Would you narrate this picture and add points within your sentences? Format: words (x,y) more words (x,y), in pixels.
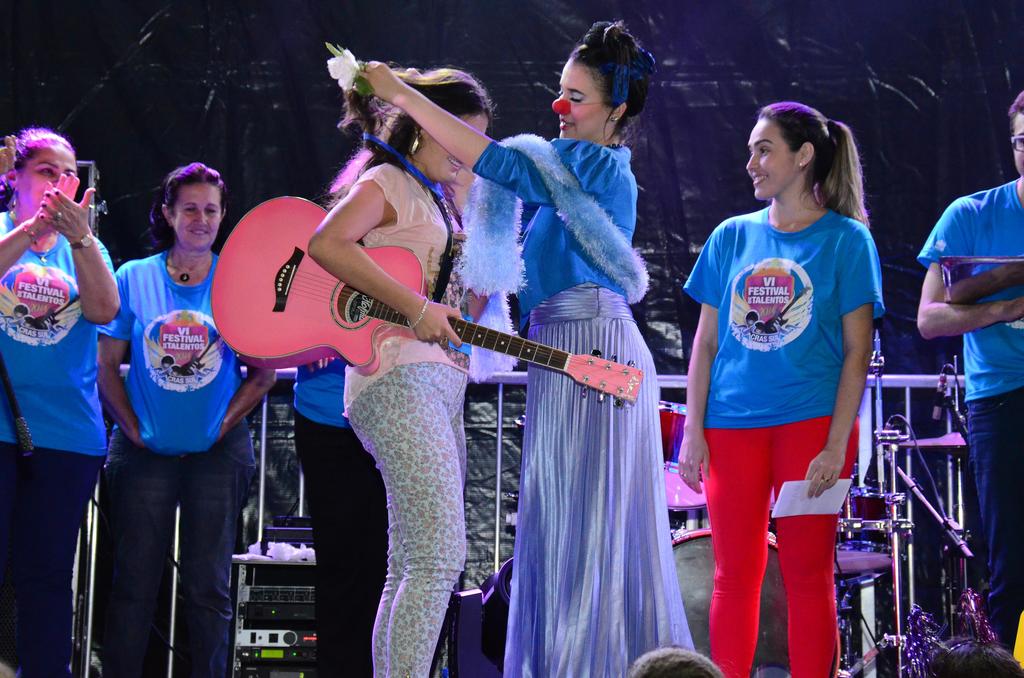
This woman (413,331) is standing and holding a guitar (408,271). In-front of this woman (407,380) other women (583,255) wore blue dress (570,272) and smiling. Background (820,318) this persons (796,288) are standing and wore blue t-shirts (737,307). On this stage (899,640) there are musical instruments (891,553). This is device (286,616).
